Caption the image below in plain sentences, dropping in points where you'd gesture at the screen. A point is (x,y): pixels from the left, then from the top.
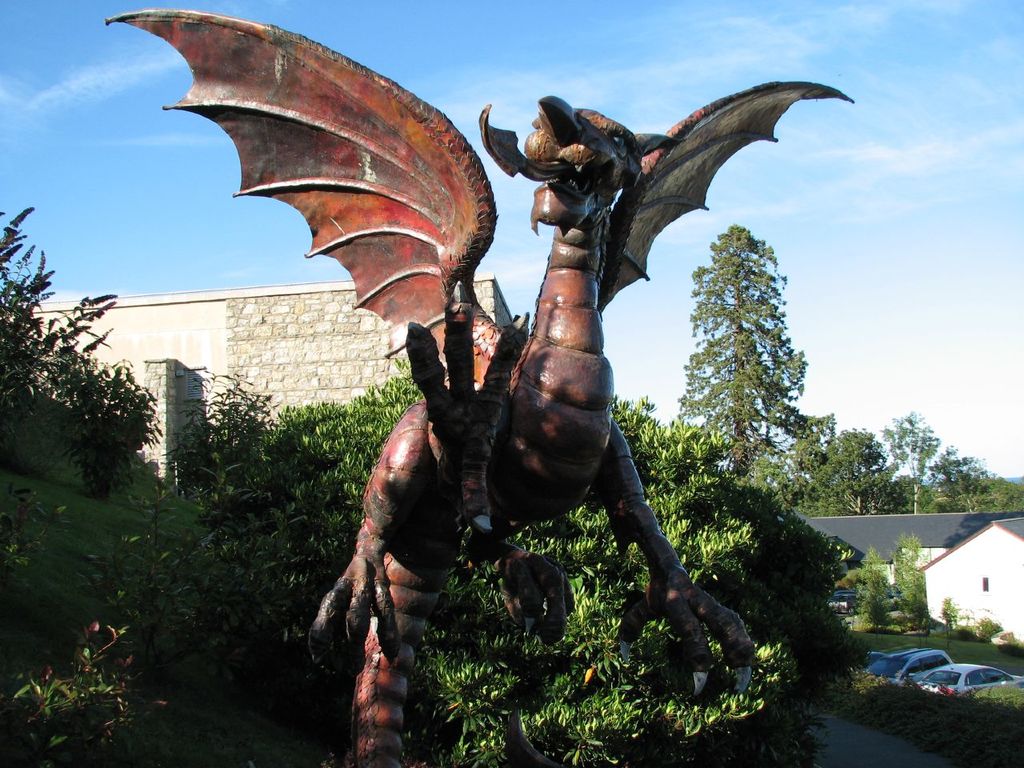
As we can see in the image there is an animal statue (491,395), plants (339,450), house (305,335), trees (779,413), cars (935,675) and sky (920,235).
